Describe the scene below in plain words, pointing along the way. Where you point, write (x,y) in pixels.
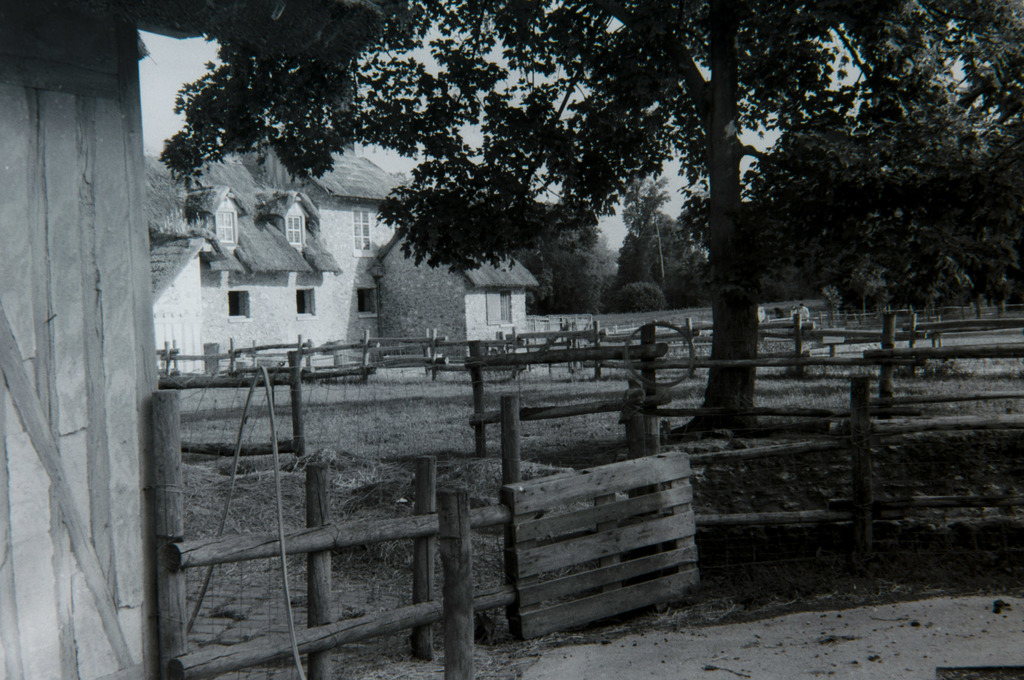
In this image I can see the black and white picture in which I can see the wooden railing (479,422), the ground (830,491), few trees (879,100), a person (761,310) standing and a building (347,255). In the background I can see the sky (453,91).
